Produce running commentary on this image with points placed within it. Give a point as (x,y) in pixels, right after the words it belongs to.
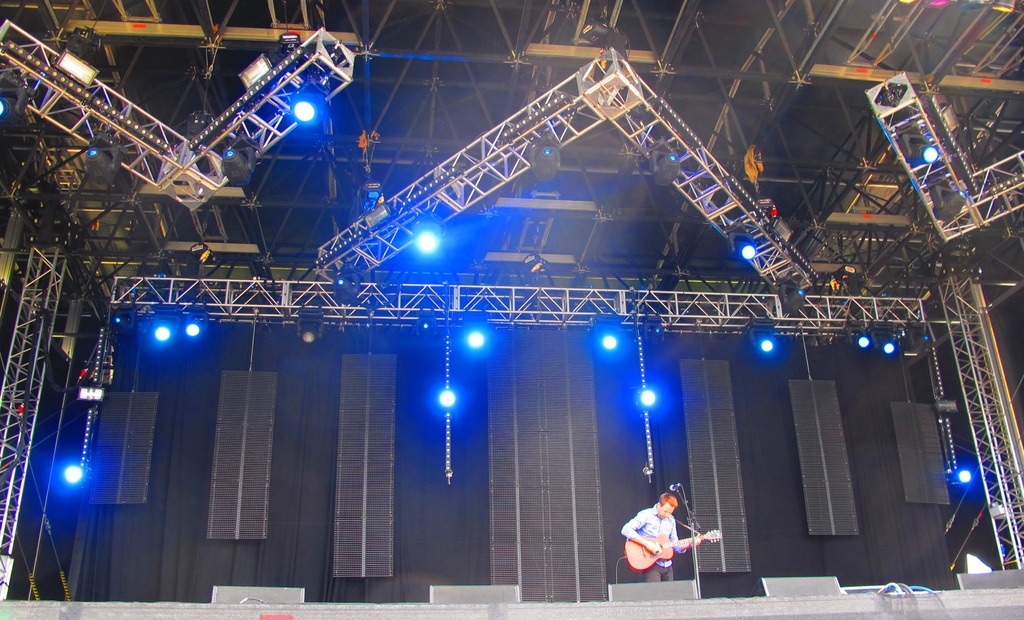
In the picture we can find a man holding guitar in a front of microphone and in the background (593,18) we can find many lights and stands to the ceiling (609,233).
